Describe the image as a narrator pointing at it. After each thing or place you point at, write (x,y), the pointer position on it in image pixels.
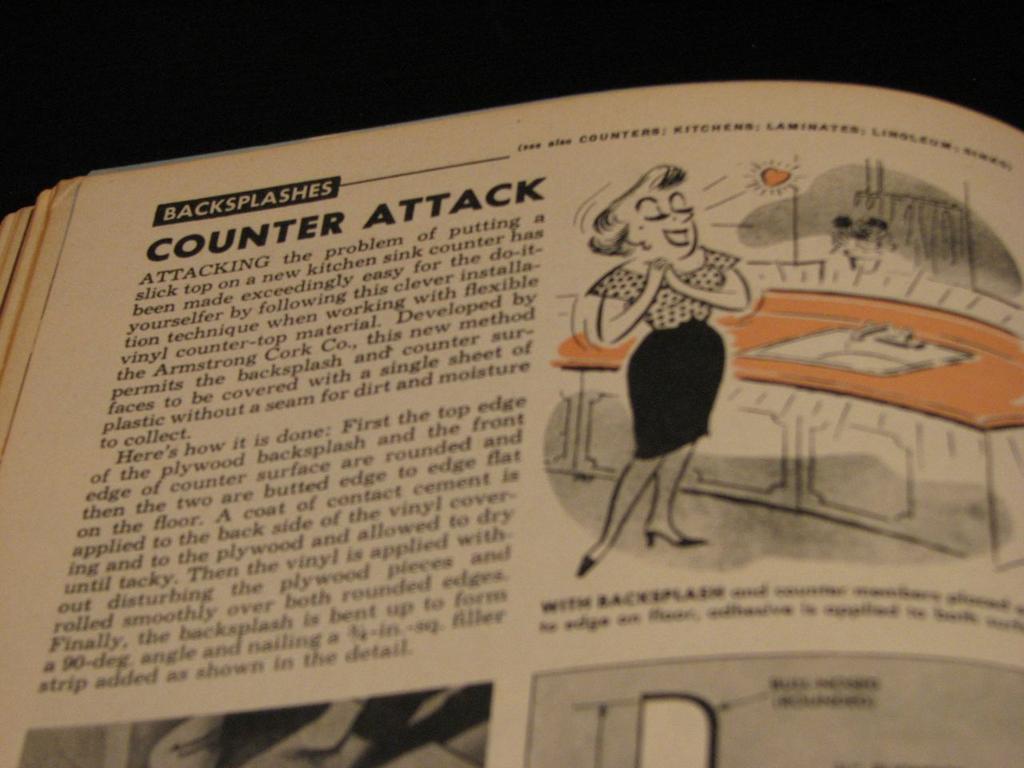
In this image I can see the book (351,687) and I can see the person (648,225) standing and something is written in the book (358,277) and I can see the dark background (916,6).
